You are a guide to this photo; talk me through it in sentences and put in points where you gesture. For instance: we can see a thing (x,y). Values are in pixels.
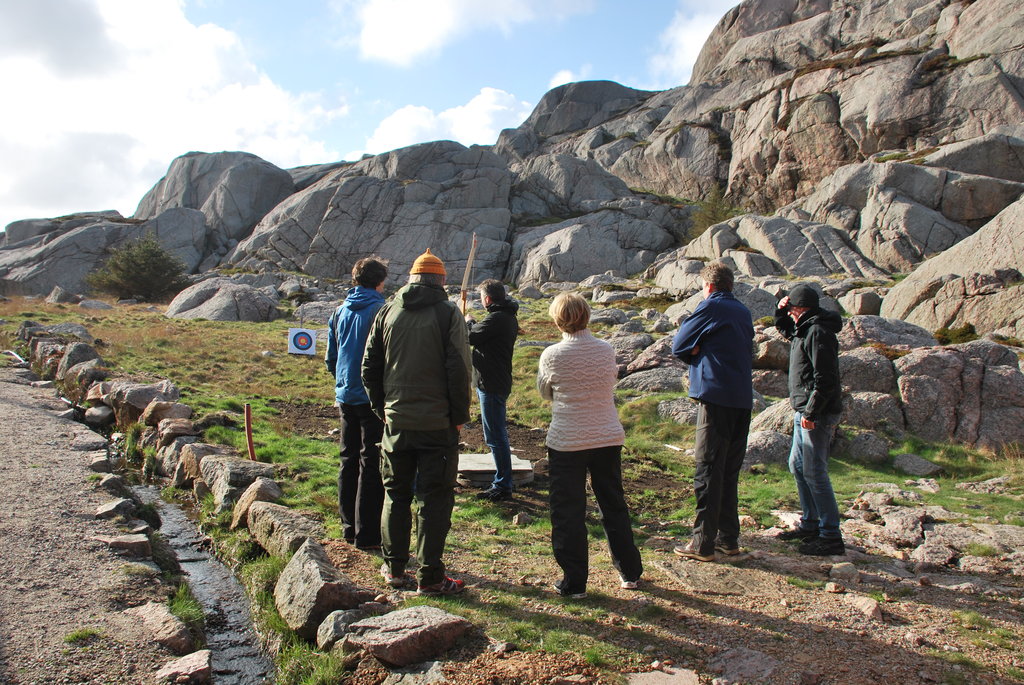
This picture is clicked outside. In the center (587,431) we can see the group of persons (573,384) standing on the ground (795,557) and there is a person (505,317) holding a bow (467,269) and standing on the ground (495,504) and we can see the grass (299,460) and a target of archery (294,347) is placed on the ground (258,339) and we can see the rocks (348,182) and the sky (257,71).
